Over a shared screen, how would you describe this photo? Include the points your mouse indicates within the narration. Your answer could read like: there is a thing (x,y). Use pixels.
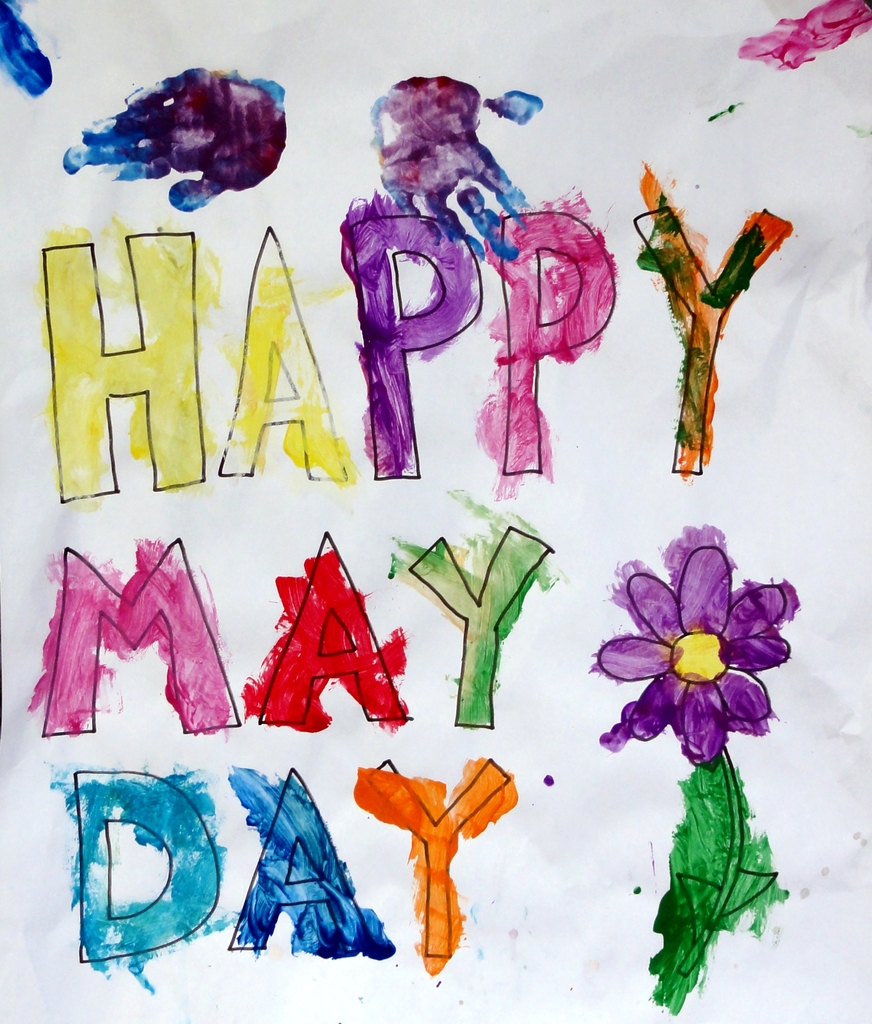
In this image we can see a text (411,556) and a flower (687,719) which are painted with watercolors (461,792).
